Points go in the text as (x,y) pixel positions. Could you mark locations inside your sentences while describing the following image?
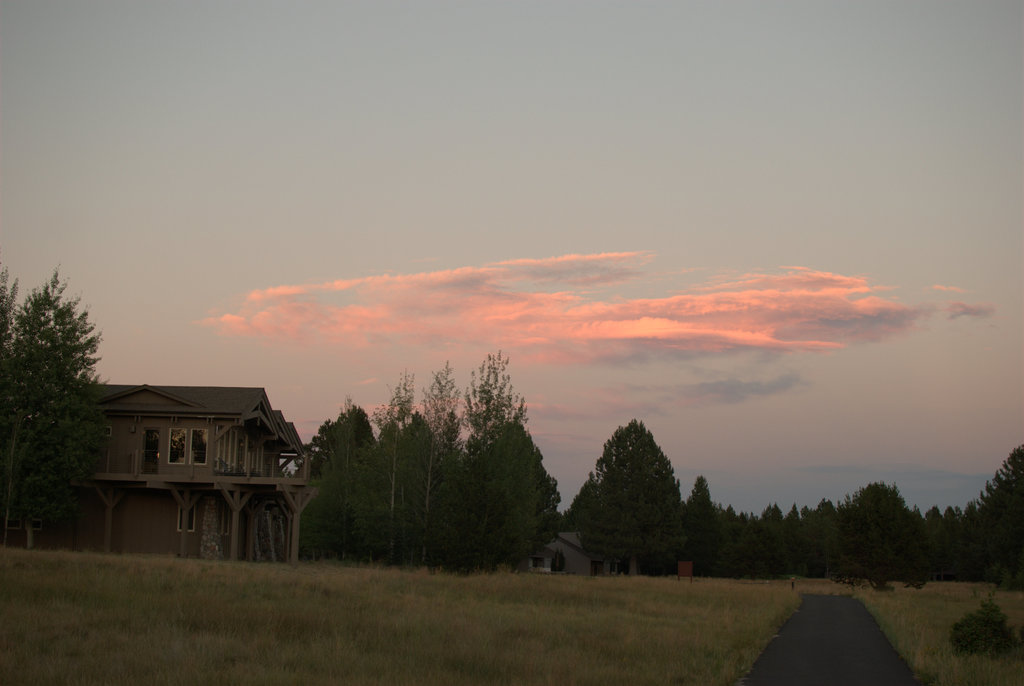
This looks like a house (197,471) with the windows (203,459). These are the trees (587,510) with branches (727,532) and leaves (536,508). I think this is the grass (372,657). At the bottom of the image (814,637), that looks like a road (847,631). These are the clouds (686,311) in the sky (769,184).
